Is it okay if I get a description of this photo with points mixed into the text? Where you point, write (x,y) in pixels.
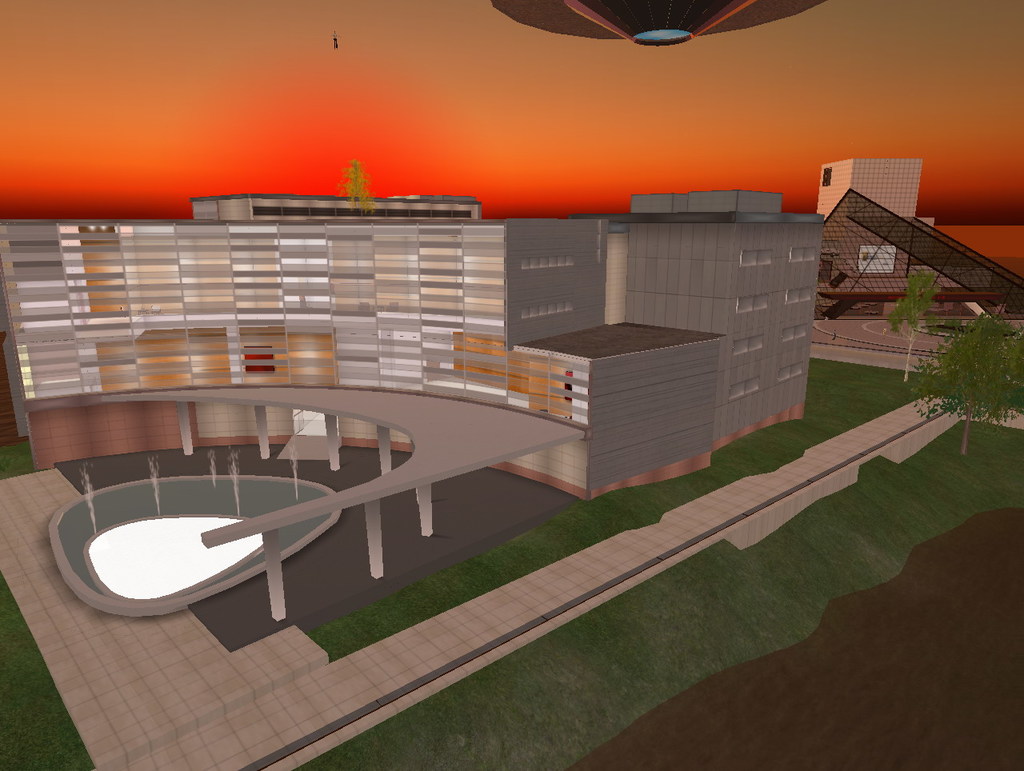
This is an animated picture we can see there are buildings (586,361), trees (967,420) and a sky (455,123).
